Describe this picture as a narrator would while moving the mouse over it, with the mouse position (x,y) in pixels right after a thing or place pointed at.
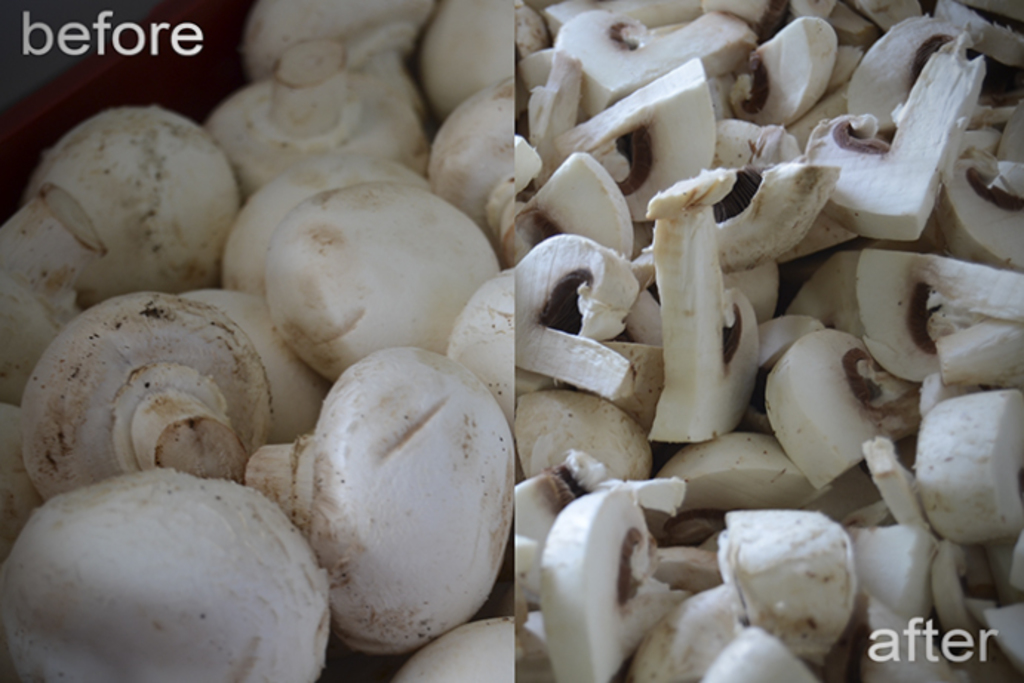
This is a collage image. On the left side of the image (163,435) we can see the mushrooms (163,435). On the right side of the image (812,249) we can see the mushroom slices (841,361). In the bottom right corner (889,638) we can see the text (964,633). In the top left corner (77,26) we can see the text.
